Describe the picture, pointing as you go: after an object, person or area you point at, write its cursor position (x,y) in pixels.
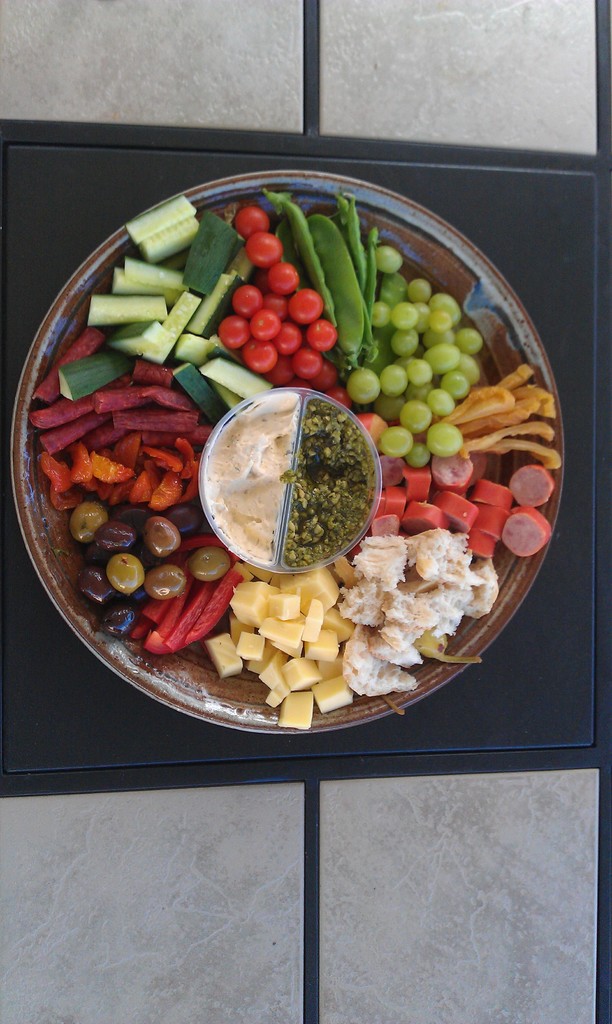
In this image in the center (244,680) there is one plate (501,573) and in that plate (71,611) there are some fruits (310,303), and in the background (390,777) there is table (428,732).
